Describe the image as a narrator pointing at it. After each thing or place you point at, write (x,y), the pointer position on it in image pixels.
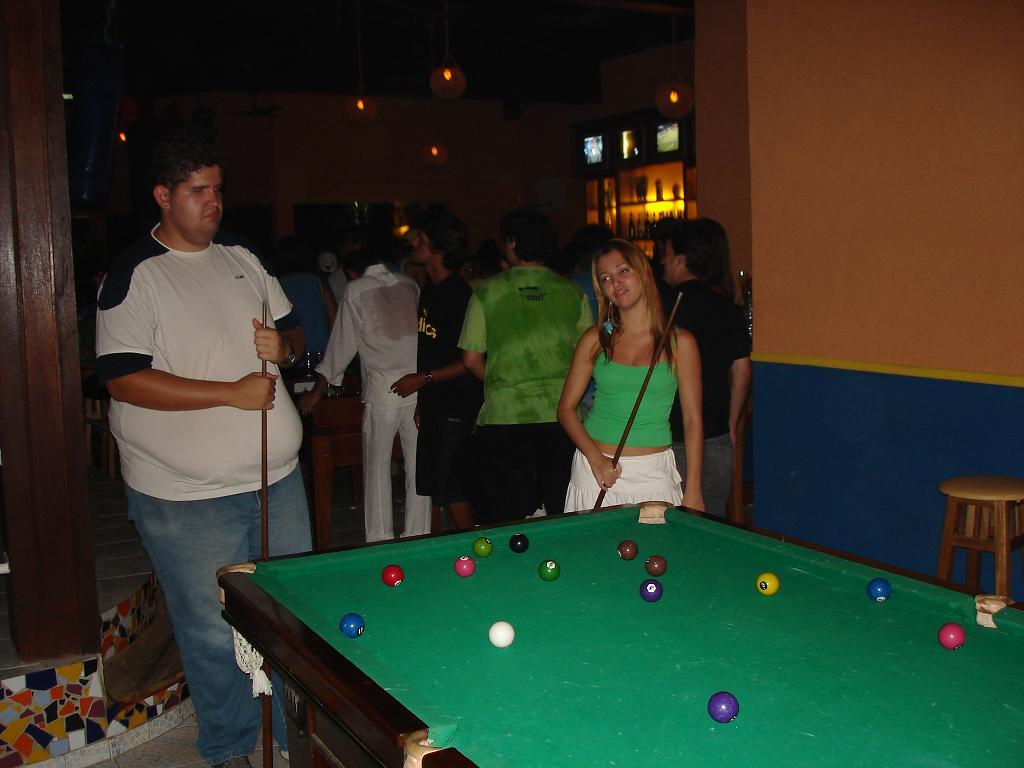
In the image we can see there are people (466,345) who are standing and there is a billiard board (687,686) and there are balls (558,566) over it.
